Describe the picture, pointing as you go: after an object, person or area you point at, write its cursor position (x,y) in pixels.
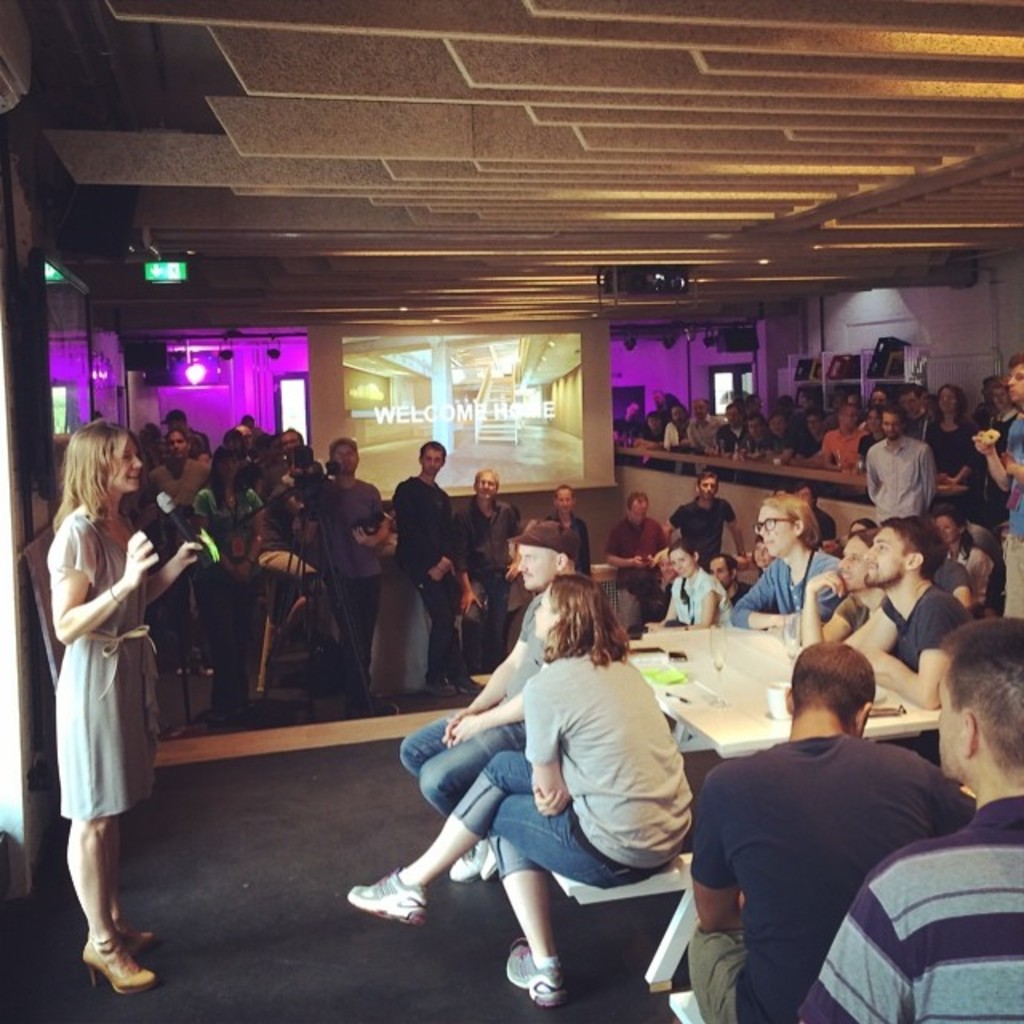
In this image I can see the group of people (509,603). Among them some people (740,826) are sitting in front of them. On the table (752,684) there is a glass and the cups (772,709). To the left (109,562) one person (76,626) standing and holding the mic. In the back (445,389) there is a screen (418,409) and the lights (629,340).
